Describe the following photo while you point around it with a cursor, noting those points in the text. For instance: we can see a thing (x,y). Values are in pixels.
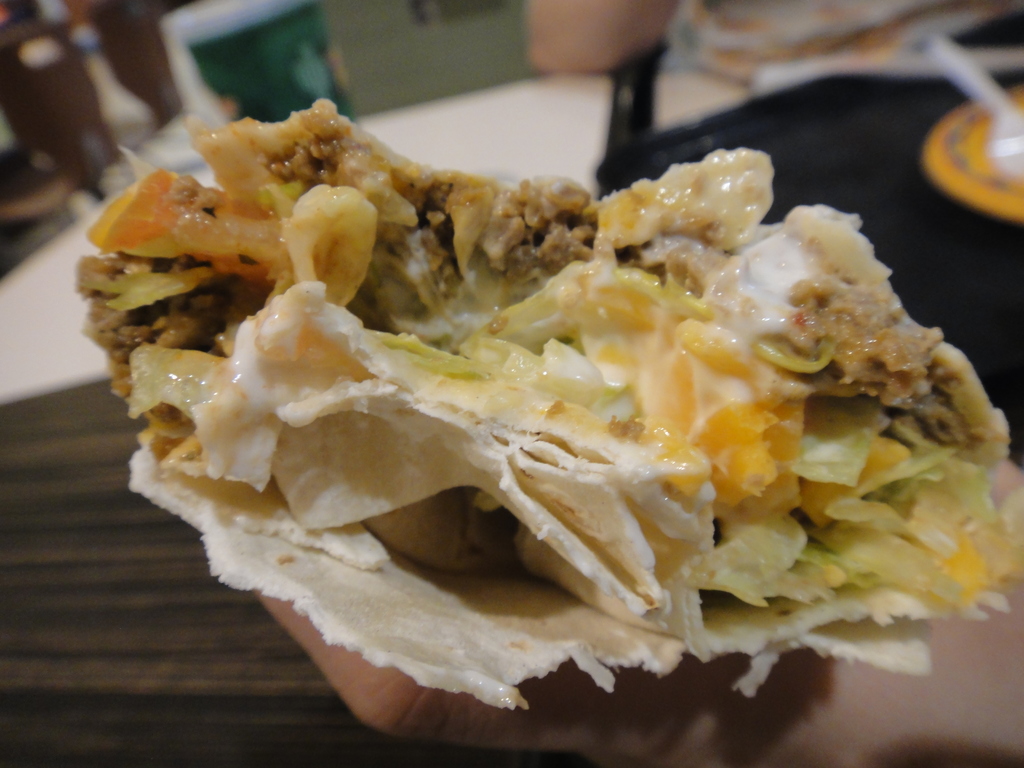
In this picture I can see the human hand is holding the food (625,557).
